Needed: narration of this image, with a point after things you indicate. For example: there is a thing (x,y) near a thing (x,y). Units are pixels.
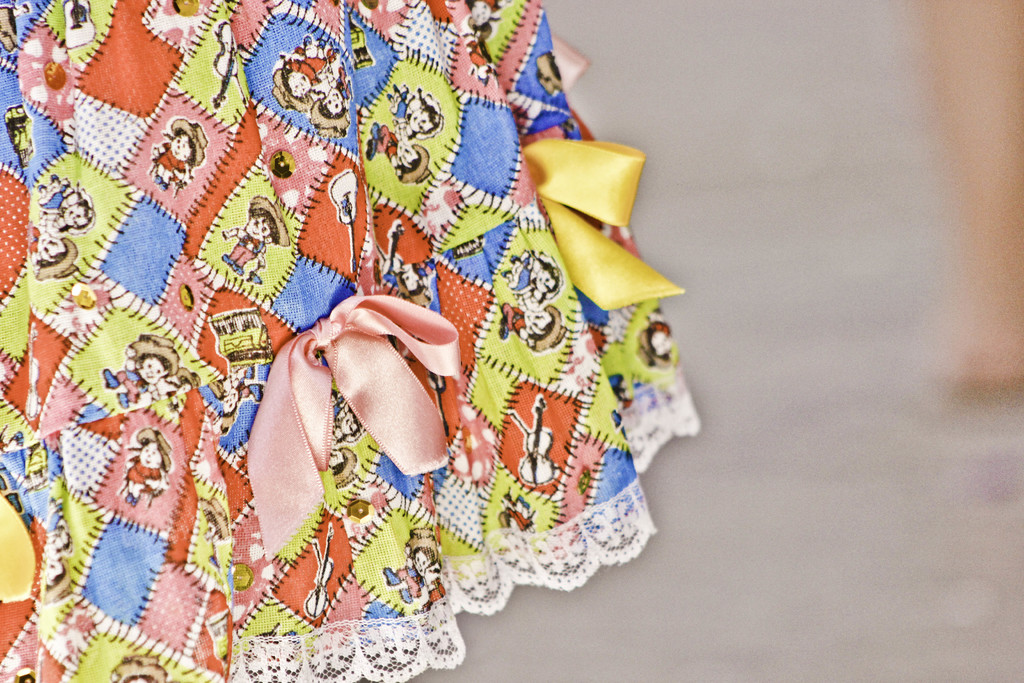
In this image we can see some dress material (439,294) which is in multi color on which there are some cartoon images (328,57).
